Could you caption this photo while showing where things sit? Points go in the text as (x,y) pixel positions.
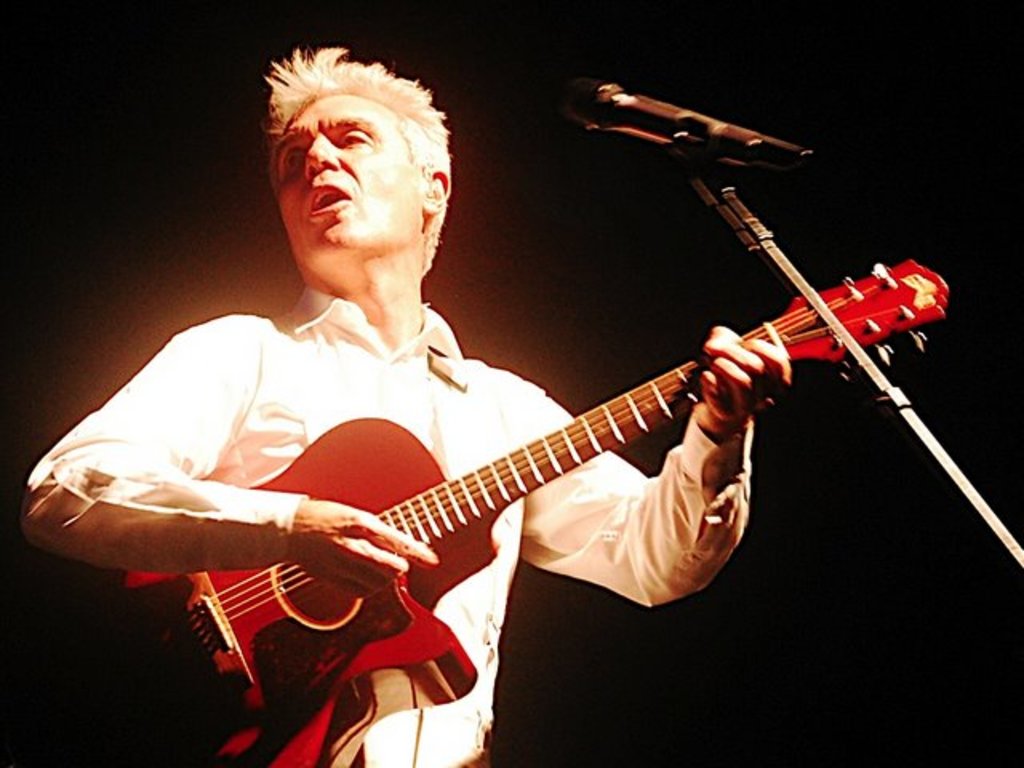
In this image i can see a person (532,501) holding a guitar (261,664) and there is a microphone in front of him.
